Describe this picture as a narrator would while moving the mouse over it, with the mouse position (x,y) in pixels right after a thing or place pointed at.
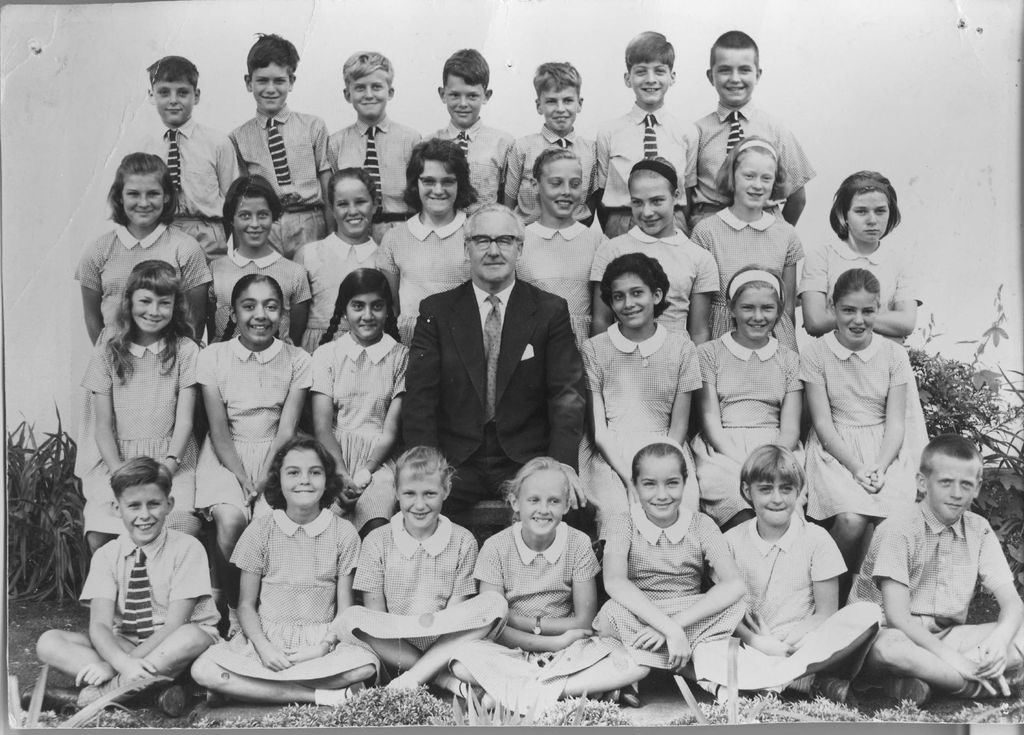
This is a black and white image. In the center of the image (484,307) there is a person (413,376) wearing a suit (438,381). Beside him there are children (276,341). In the background of the image (629,90) there is a wall (80,39). There are plants (80,485).
